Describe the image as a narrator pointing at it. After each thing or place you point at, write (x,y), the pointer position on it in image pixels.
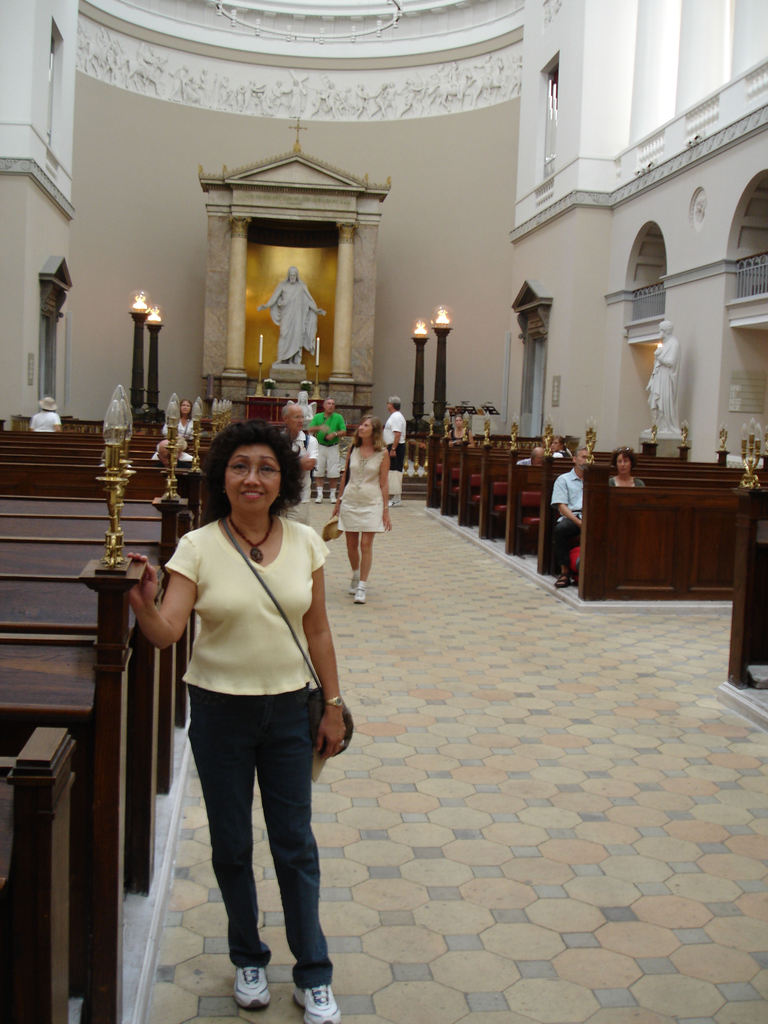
In this image we can see inside of a church (545,808). There are two sculptures (287,307) in the image. There are many people (562,453) in the image. There are few people (572,506) are sitting on the benches (587,491) at the right side of the image (574,494). A lady (310,679) is standing and carrying a handbag (308,667) in the image. There are many lamps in the image.
